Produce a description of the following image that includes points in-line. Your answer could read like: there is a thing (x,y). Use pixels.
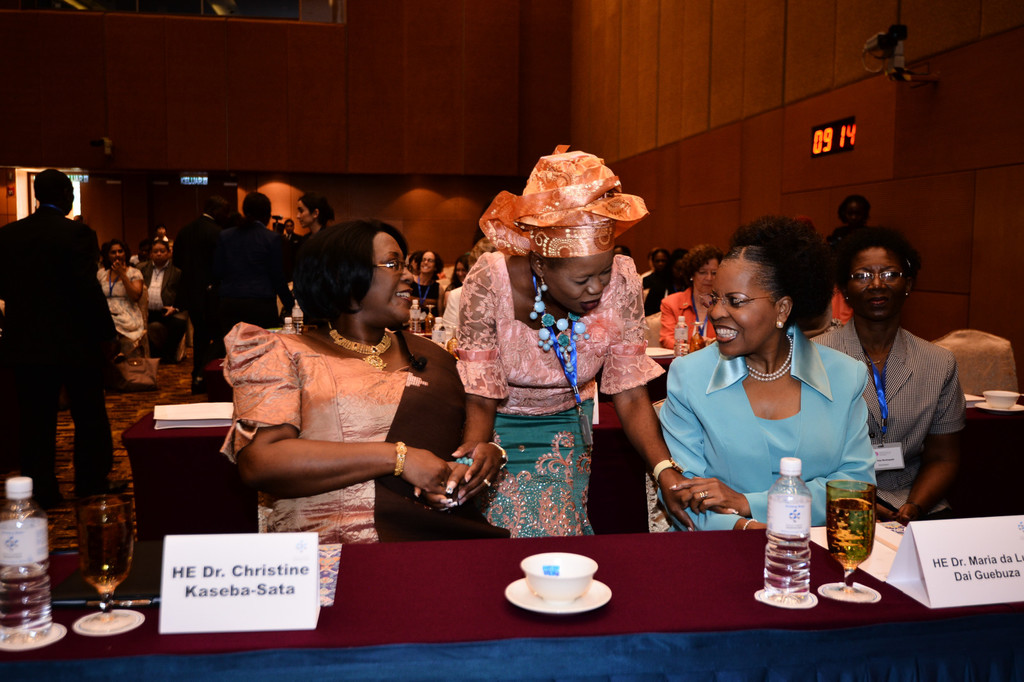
In this picture, there are group of people (350,306) who are sitting on a chair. The woman (763,392) in blue dress (758,432) wearing a pearl necklace (777,371). In front of them there is a table (678,605), the table (669,600) is covered with a red cloth (663,570) on the table (689,585) there is a bottle (795,542), glass (829,533) and a white cup (558,598) and also there is a name board (239,598) on the table (400,594). On the left side of them there is a man (64,329) standing on a floor (119,419). On the right side of this woman (776,357) there is a wall (865,134), on the wall (868,147) there is a time clock (826,142).
